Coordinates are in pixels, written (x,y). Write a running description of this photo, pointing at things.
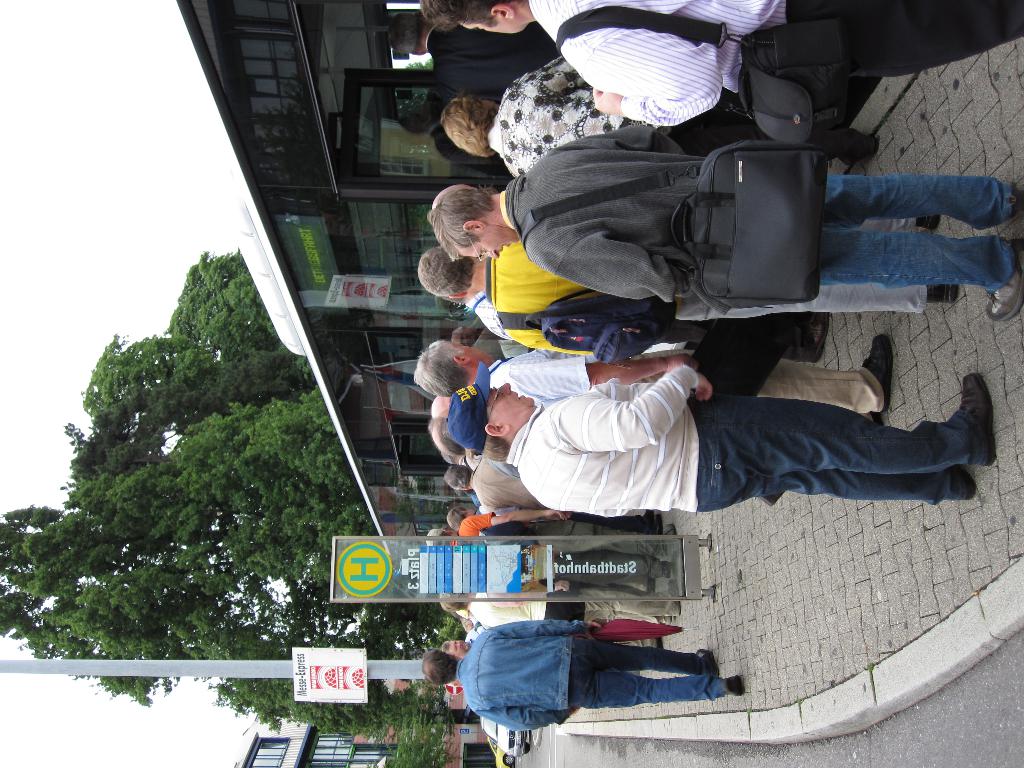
In this image there are people (741,494) standing on the pavement (829,542). In front of them there is a bus (396,300). There are boards (329,656). There is a pole (166,674). There are two cars (500,750) on the road (642,757). In the background of the image (50,236) there are trees (317,515), buildings (339,735) and sky (101,237).
